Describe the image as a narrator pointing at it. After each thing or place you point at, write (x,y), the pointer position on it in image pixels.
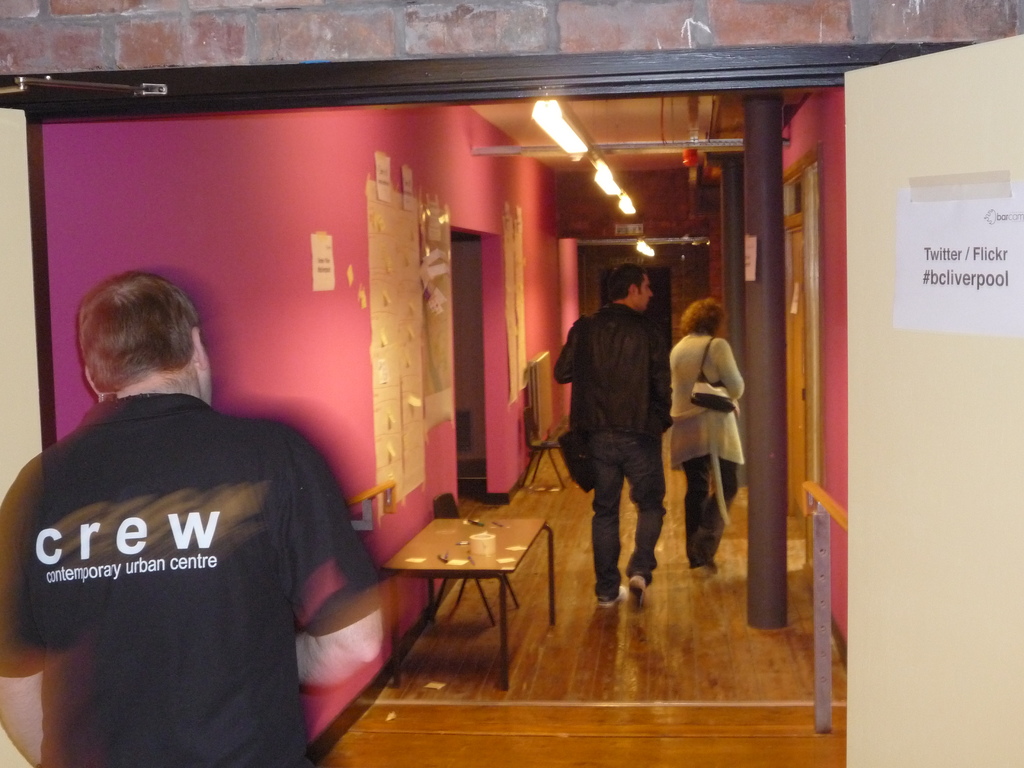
In this image I see 3 persons (103,766) who are on the path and I see a table (443,545) over here. I can also see wall (316,176), few papers (518,214) on it and the lights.
